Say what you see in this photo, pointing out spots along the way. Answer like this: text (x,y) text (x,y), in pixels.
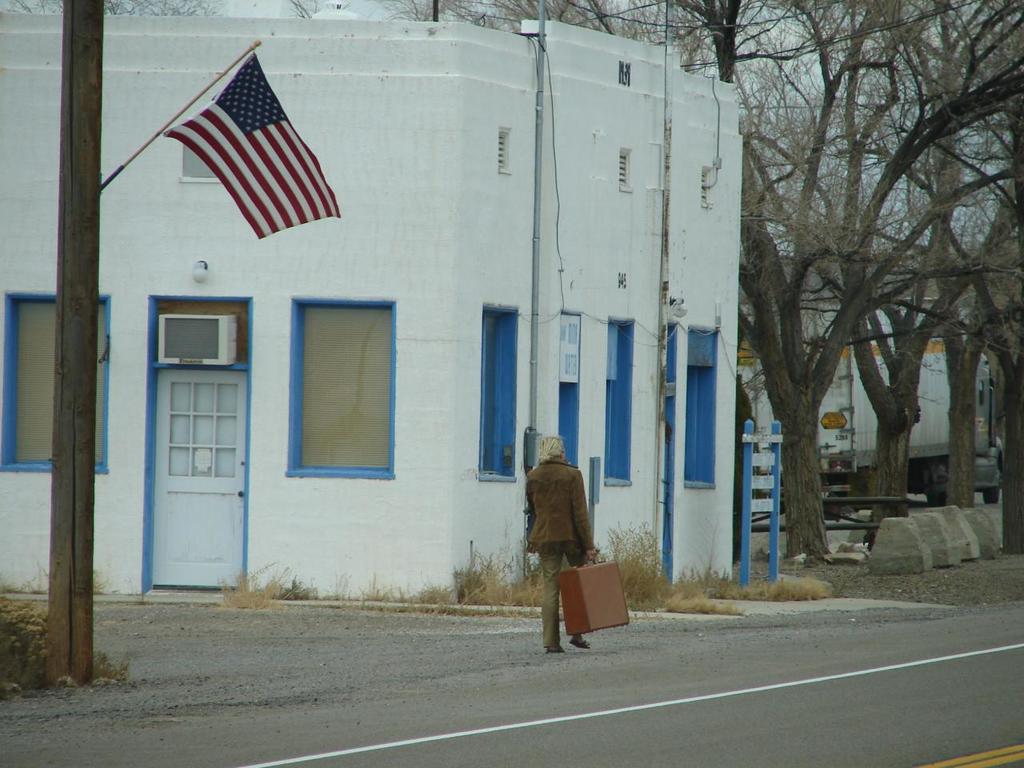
To the bottom of the image (531,634) there is a road (531,634). And in the middle of the road (540,621) there is a man (572,545) with brown jacket (554,496) and brown suitcase (597,604) is walking on the road (419,648). And to the left corner (80,36) there is a wooden pole (89,251) with a flag (199,136). Behind the wooden pole (96,208) there is a white building (636,271) with walls (272,412), windows (352,379), door (199,421) and AC (213,354). And to the buildings (568,441) there are poles (658,529). And to the right corner of the image (782,466) there are trees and behind the trees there is a truck (757,411). And beside the building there is a pole (747,510) with name boards (760,505) on it.
